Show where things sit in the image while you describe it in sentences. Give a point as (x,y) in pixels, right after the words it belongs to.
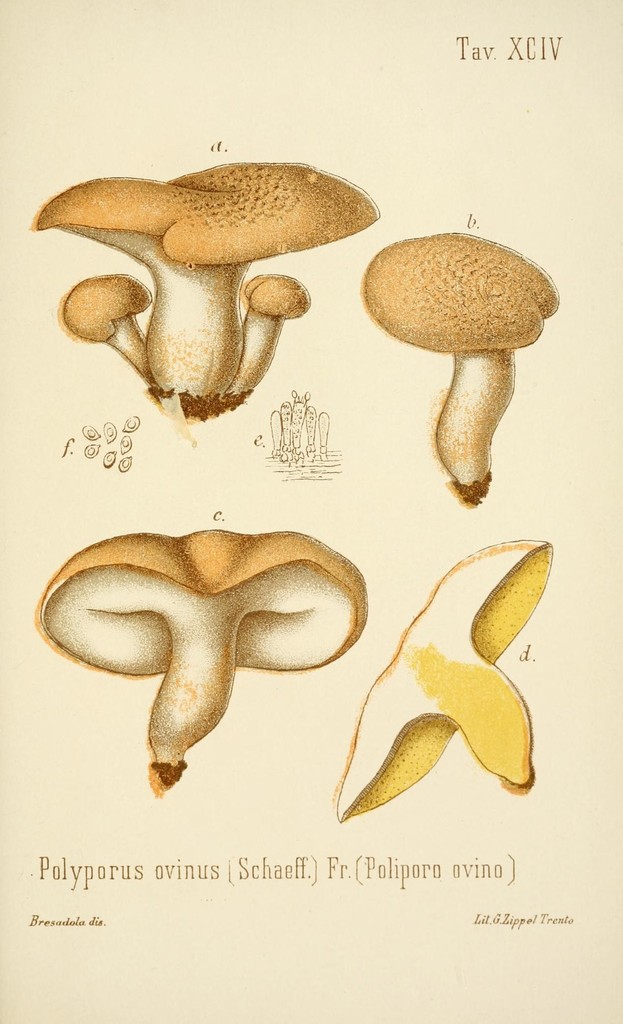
In this image I can see few pictures of the mushrooms (221,218) and I can see the cream color background (287,271).
